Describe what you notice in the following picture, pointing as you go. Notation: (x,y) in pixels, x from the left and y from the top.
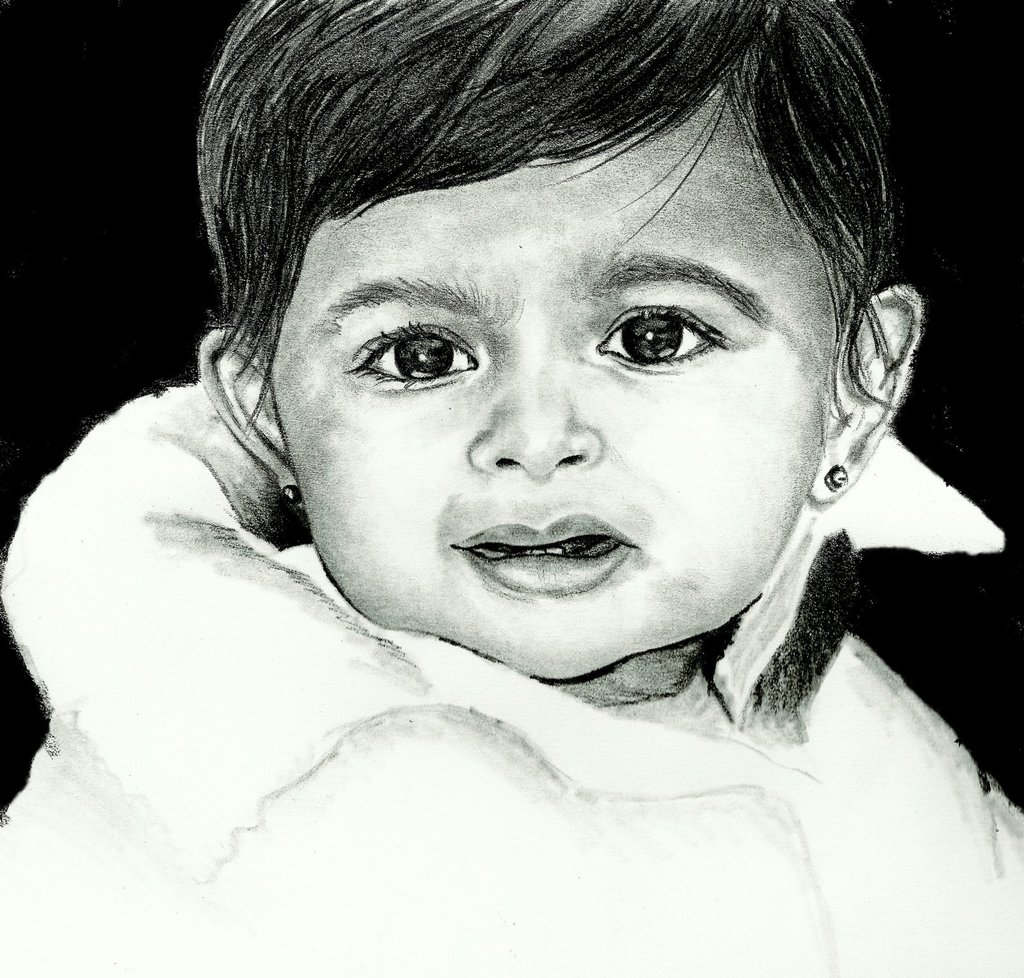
This picture is an art of paintings. In this picture, we see the girl (548,631) in white dress (586,788) is not smiling. In the background (81,251), it is black in color.
